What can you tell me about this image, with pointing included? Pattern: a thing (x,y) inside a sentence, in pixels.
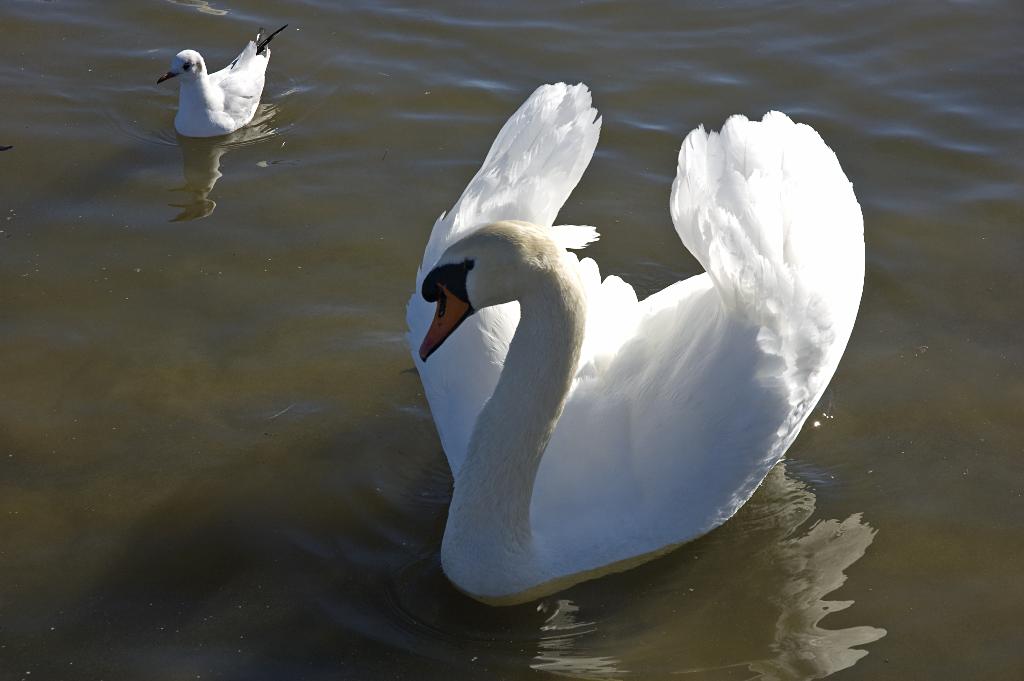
These are a swan (590,284) and a gull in white color that are swimming in the water (173,554).
